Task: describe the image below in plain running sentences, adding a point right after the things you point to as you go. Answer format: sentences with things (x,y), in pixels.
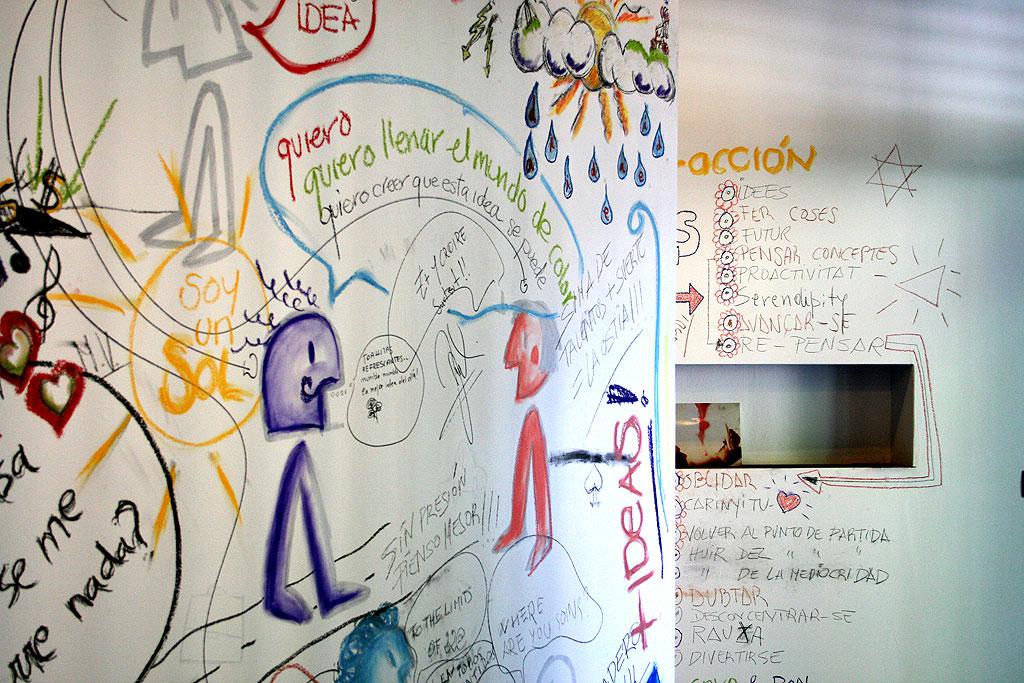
In this picture, we see the drawings (320,319) and the text (379,351) written on the white paper (418,353). It looks like a white wall (446,390). On the right side (770,178), we see the text (714,608) written on the white wall (814,219).
